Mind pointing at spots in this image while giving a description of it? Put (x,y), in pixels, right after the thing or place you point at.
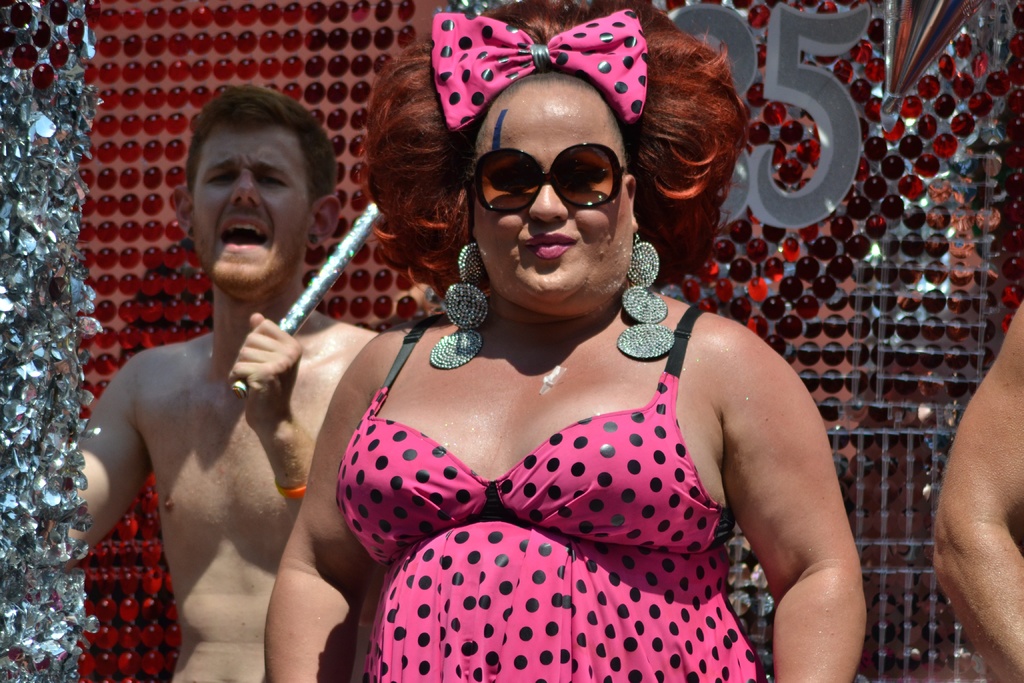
In this image there is a woman (559,433) with a smile on her face (566,307) is staring at the camera, behind the woman (453,259) there is a person (324,341) holding an object (329,272) in his hand (285,361) is shouting, behind them there are sequins (48,464), on the right side of the image (973,443) there is the hand (957,435) of a person (973,428).
